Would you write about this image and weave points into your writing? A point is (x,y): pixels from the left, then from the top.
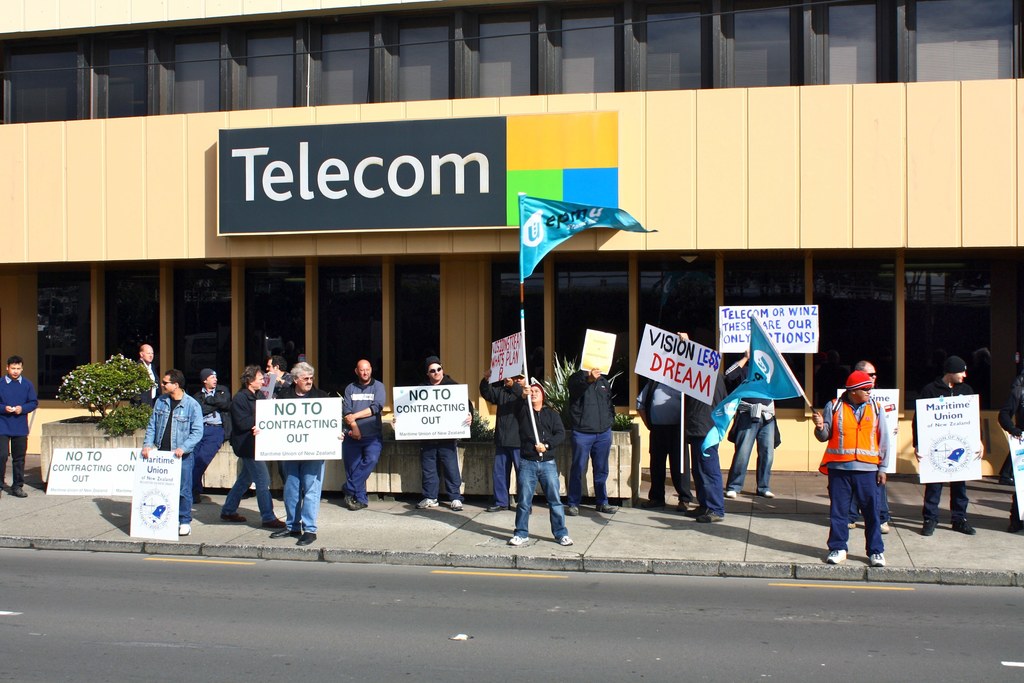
In this image we can see a building (236,297). On the building (363,257) we can see a board (425,183) with text (417,166). In front of the building (369,243) we can see a group of persons (370,424) and plants (132,425). There are few persons (254,444) holding placards (423,415) with text (167,463). At the bottom (372,613) we can see the road (272,627).
